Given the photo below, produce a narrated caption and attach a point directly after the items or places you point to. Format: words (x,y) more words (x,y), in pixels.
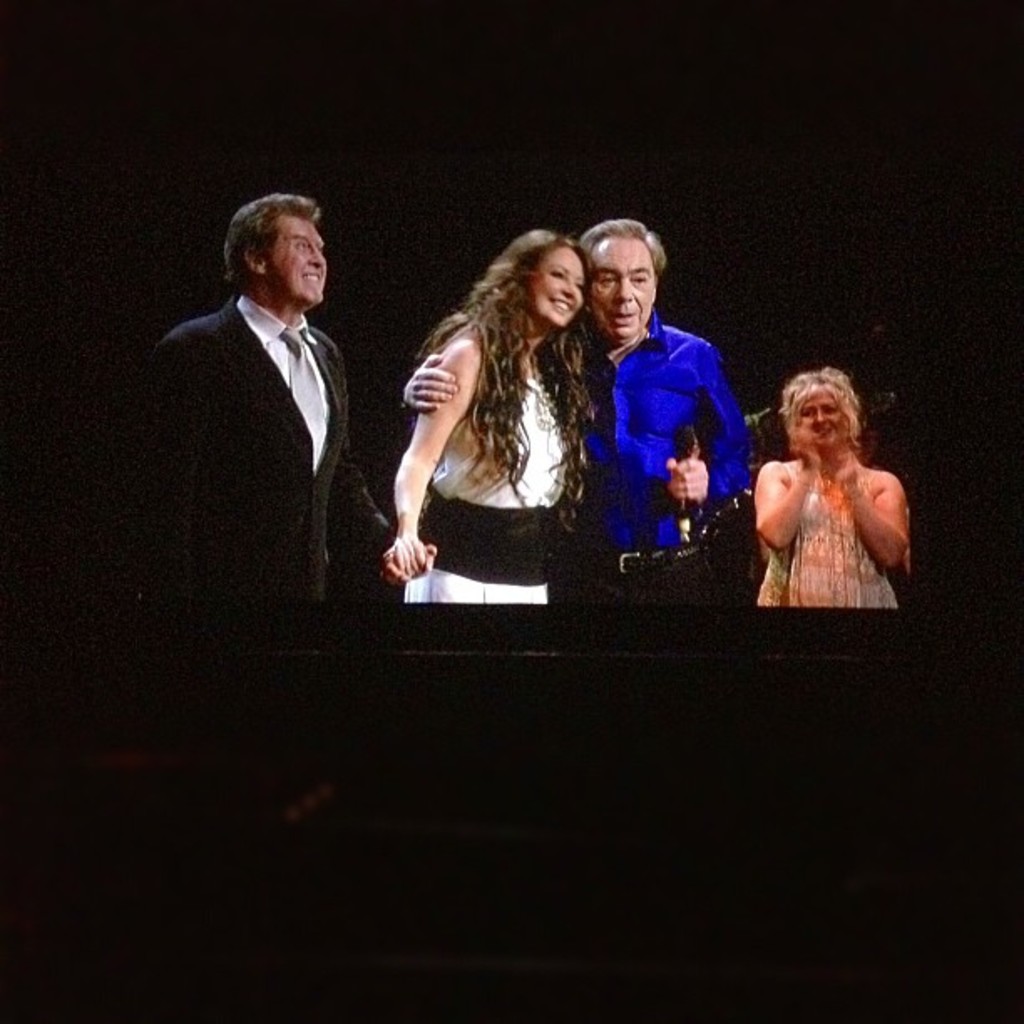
There are some people (499,434) standing. In the background (860,435) it is dark.
